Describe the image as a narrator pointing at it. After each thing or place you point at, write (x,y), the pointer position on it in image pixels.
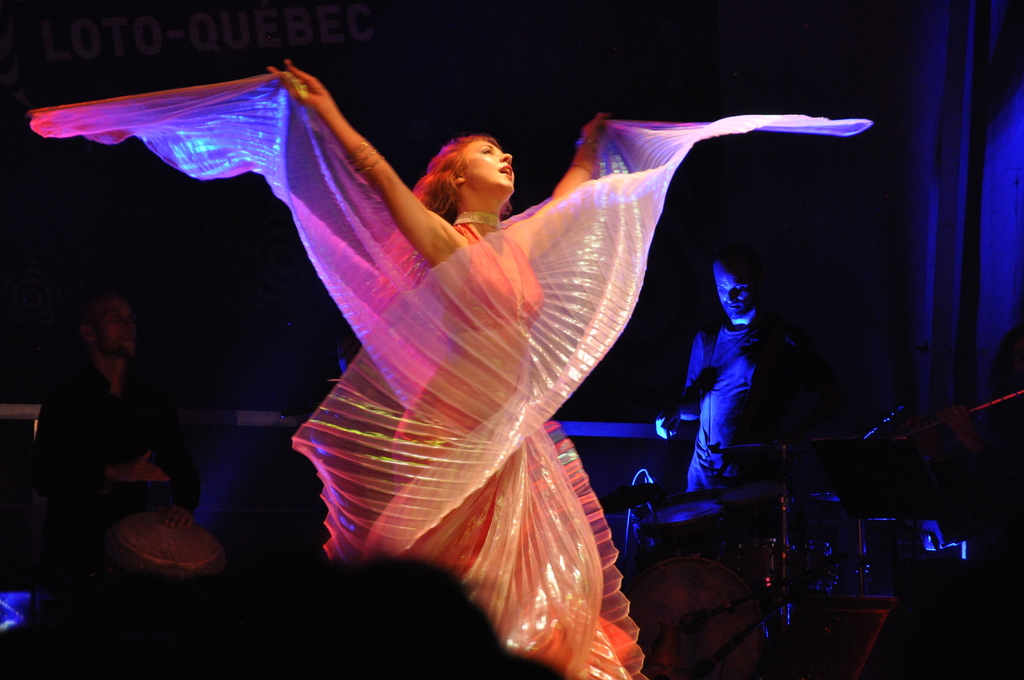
In this picture I can see a woman (606,168) standing. I can see two persons (84,437), drums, cymbals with the cymbals stands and some other objects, and there is dark background (900,35).
